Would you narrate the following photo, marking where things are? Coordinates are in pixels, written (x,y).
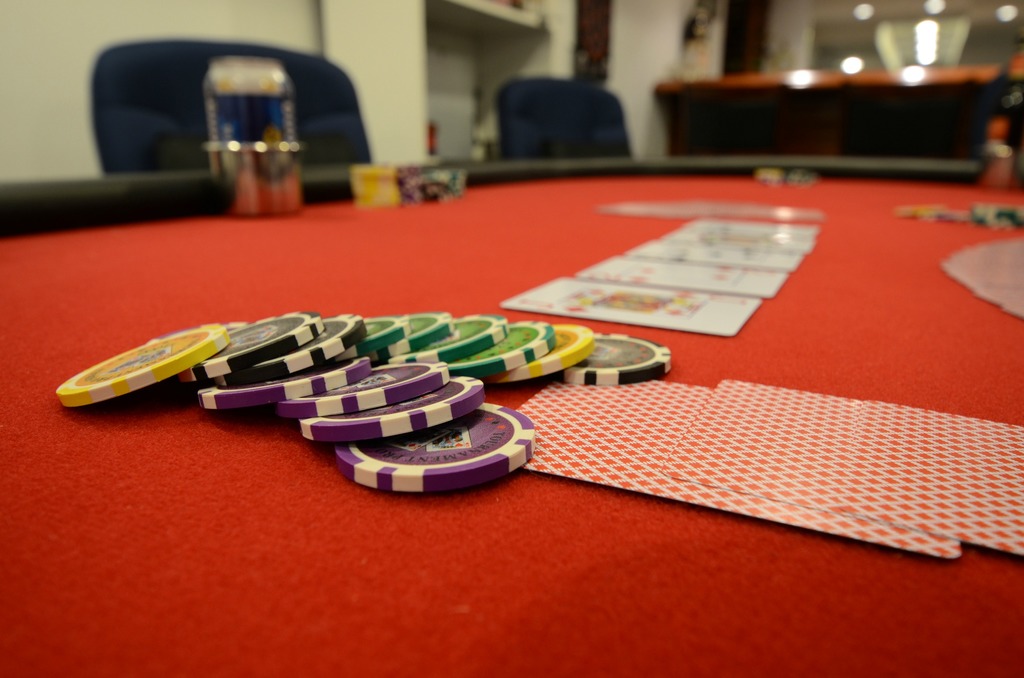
In this image there is a table (879,669), on that table (188,664) there are cards (770,273) and coins (375,366), around the table (881,237) there are chairs (206,108), in the background (402,64) it is blurred.
